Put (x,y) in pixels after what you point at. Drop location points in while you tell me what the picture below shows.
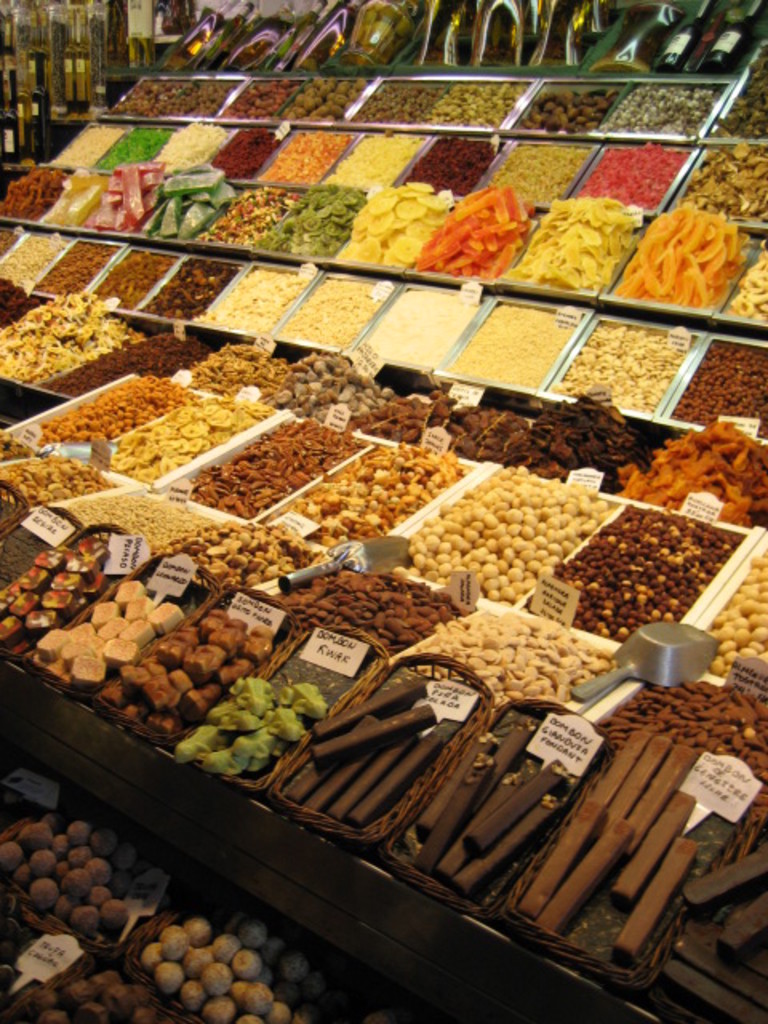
In the image there are many snacks (38,499), nuts (352,504) and other cooking items (388,222) divided into some parts and kept in the display (387,281).
